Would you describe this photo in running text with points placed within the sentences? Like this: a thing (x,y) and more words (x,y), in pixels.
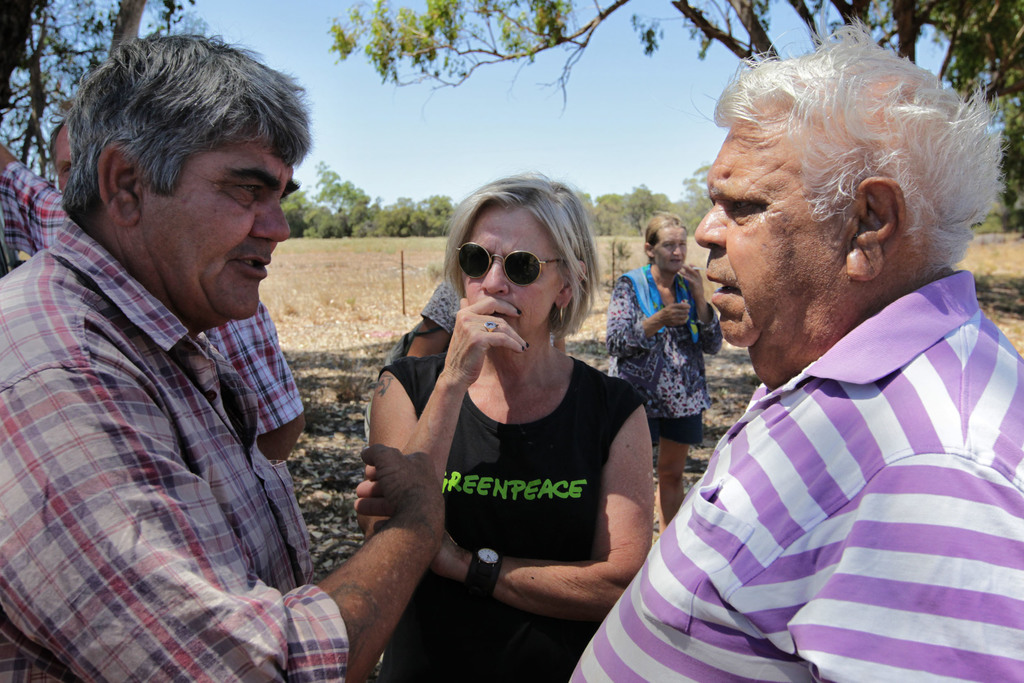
In this image we can see a group of people (520,277) standing on the ground (309,292). On the backside (427,271) we can see some poles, grass (410,293), a group of trees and the sky (538,109) which looks clear.
